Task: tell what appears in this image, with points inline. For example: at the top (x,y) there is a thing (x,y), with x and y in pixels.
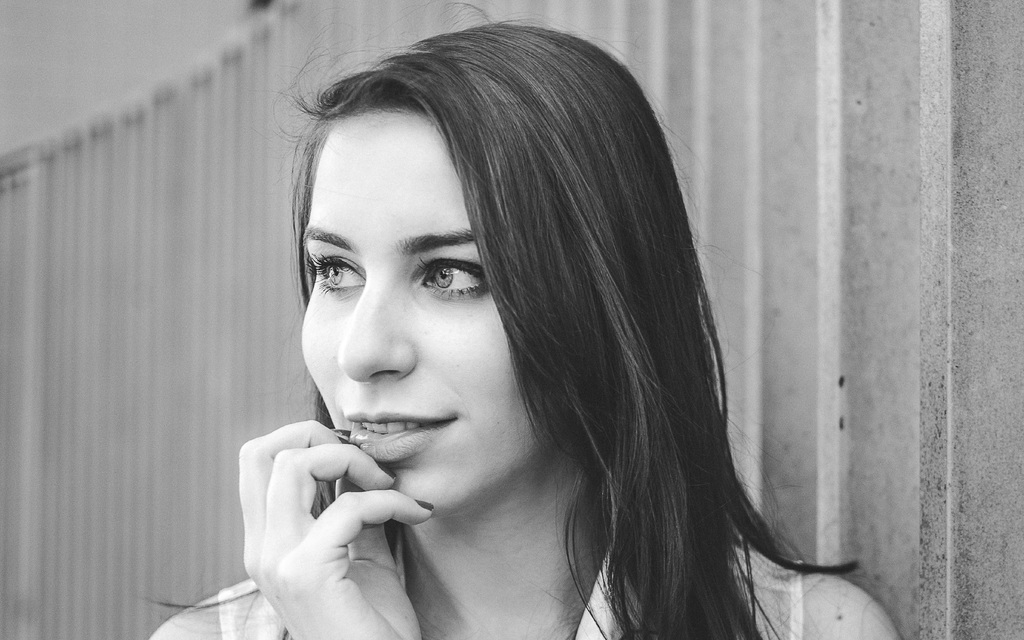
It is a black and white image, there is a woman (455,313). She is looking towards left side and the background of the woman (400,119) is blur.
